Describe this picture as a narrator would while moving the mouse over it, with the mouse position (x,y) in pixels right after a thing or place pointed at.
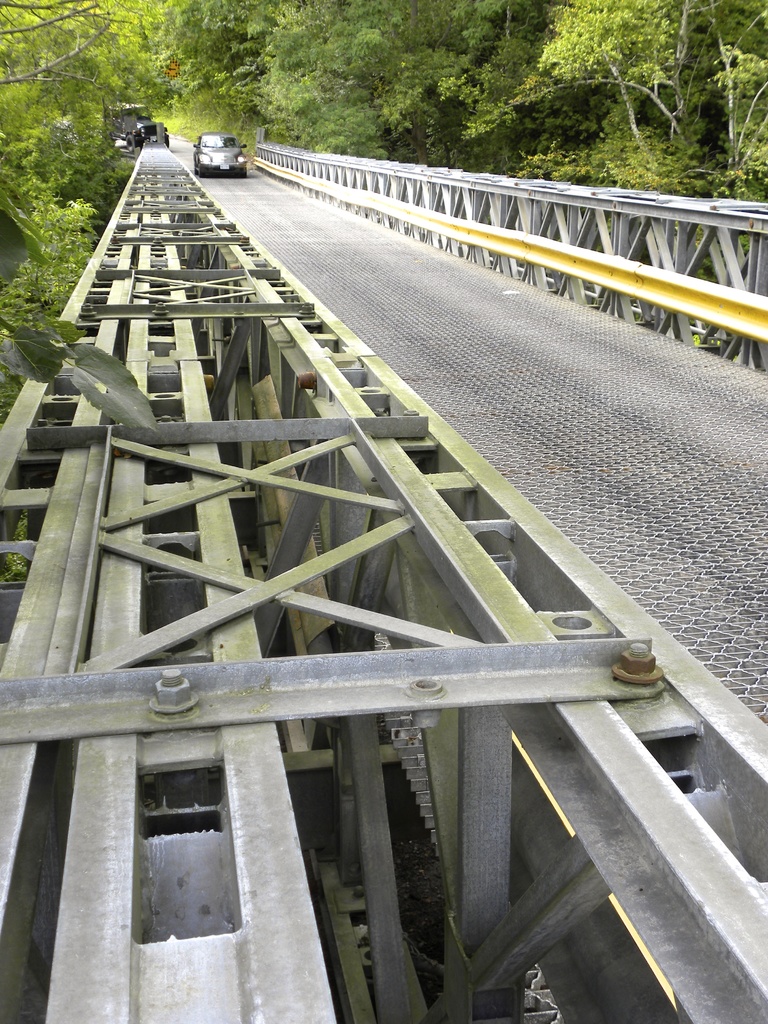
In this image I see the bridge (460,205) and I see 2 vehicles (216,171) over here and I see number of trees (392,79) and I see the rods (432,425).
